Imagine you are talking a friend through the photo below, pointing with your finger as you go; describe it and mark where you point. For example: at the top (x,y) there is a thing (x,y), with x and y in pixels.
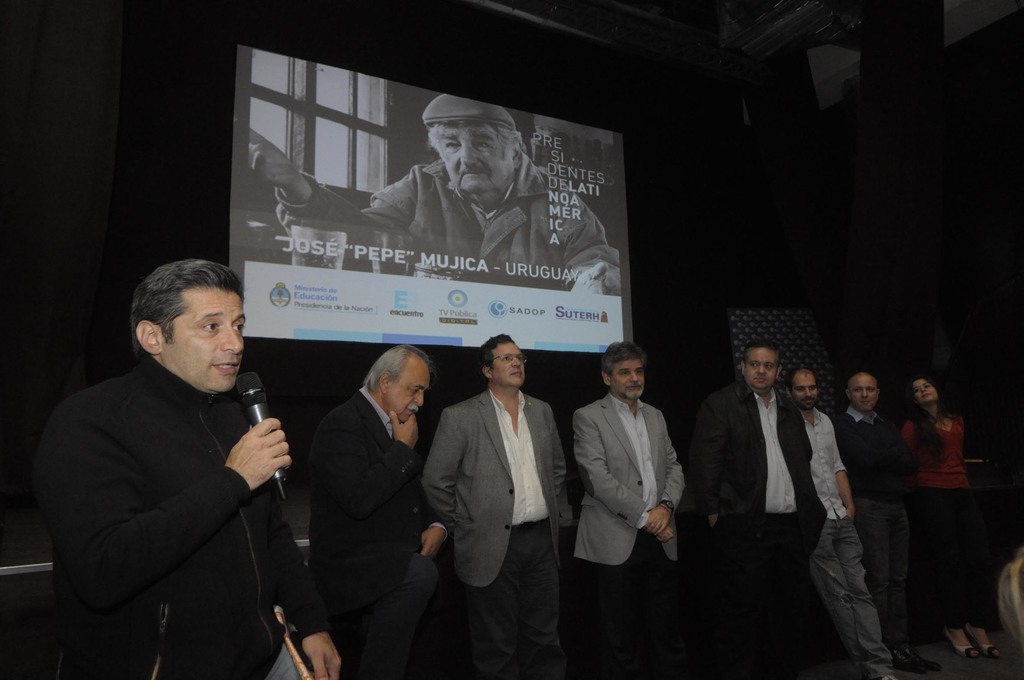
In this image we can see there are people (663,480) standing and there is the person (276,452) holding mic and talking. And at the back (342,184) we can see the screen (442,185) with text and image (442,185). At the side, it looks like a board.
